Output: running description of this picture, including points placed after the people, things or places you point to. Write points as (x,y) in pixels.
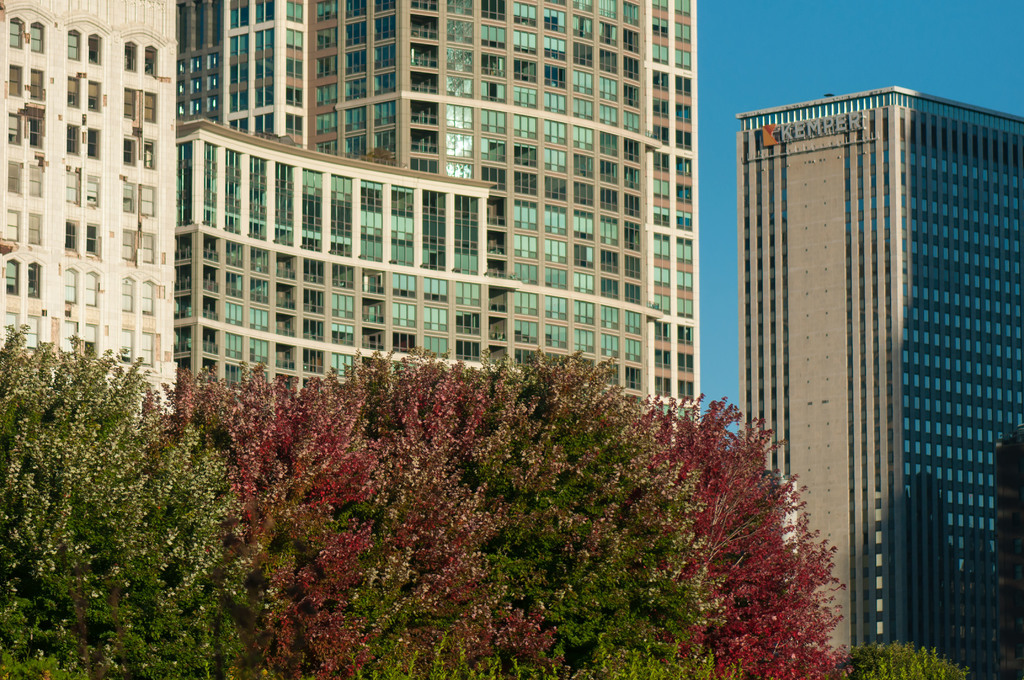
This image consists of skyscrapers (307,329) along with windows (258,317). At the bottom (391,500), we can see the plants (531,568). The leaves (483,510) are in green and red color. At the top (748,40), there is sky (702,48).
